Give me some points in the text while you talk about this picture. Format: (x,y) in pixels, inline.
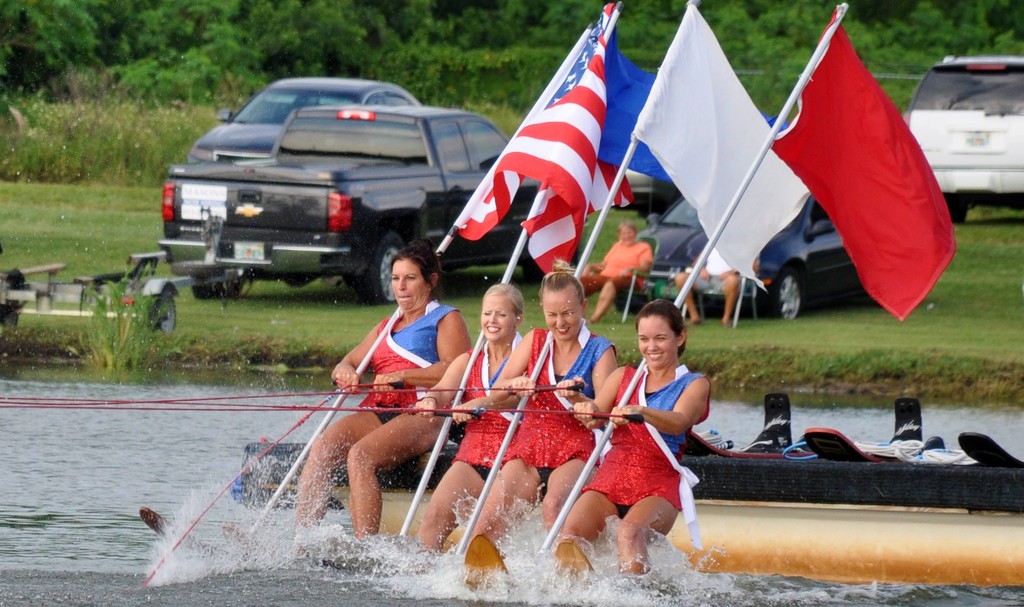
In the center of the image (505,351) we can see four ladies (487,407) are holding a rope (581,410) and flag (651,111) in their hands (616,411). In the center of the image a boat (766,463) is there. In the background of the image (306,258) we can see some trees (190,79), plants (123,148), cars (407,225), grass (252,294) are present. At the bottom of the image (110,559) water (135,561) is there.
